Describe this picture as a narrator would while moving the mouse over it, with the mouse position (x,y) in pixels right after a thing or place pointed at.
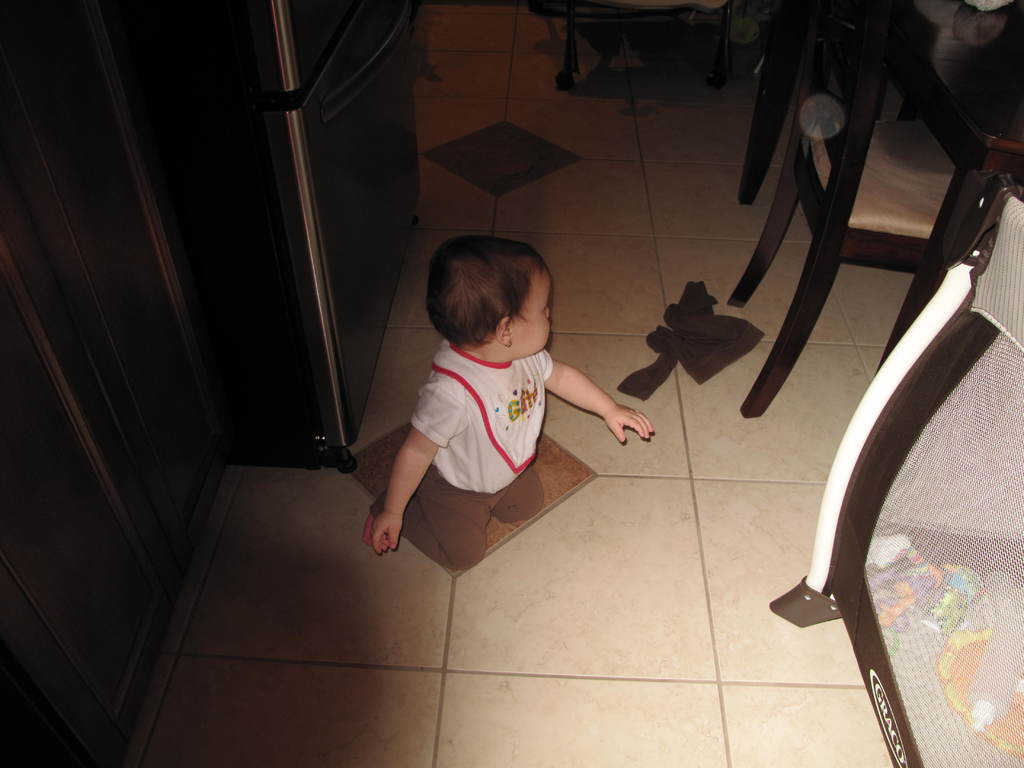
In the middle (492,498) a little cute guy (471,459) is sitting on the floor (548,464), he wore a white color t-shirt (511,437). In the right side (763,261) these are the chairs (748,287).
